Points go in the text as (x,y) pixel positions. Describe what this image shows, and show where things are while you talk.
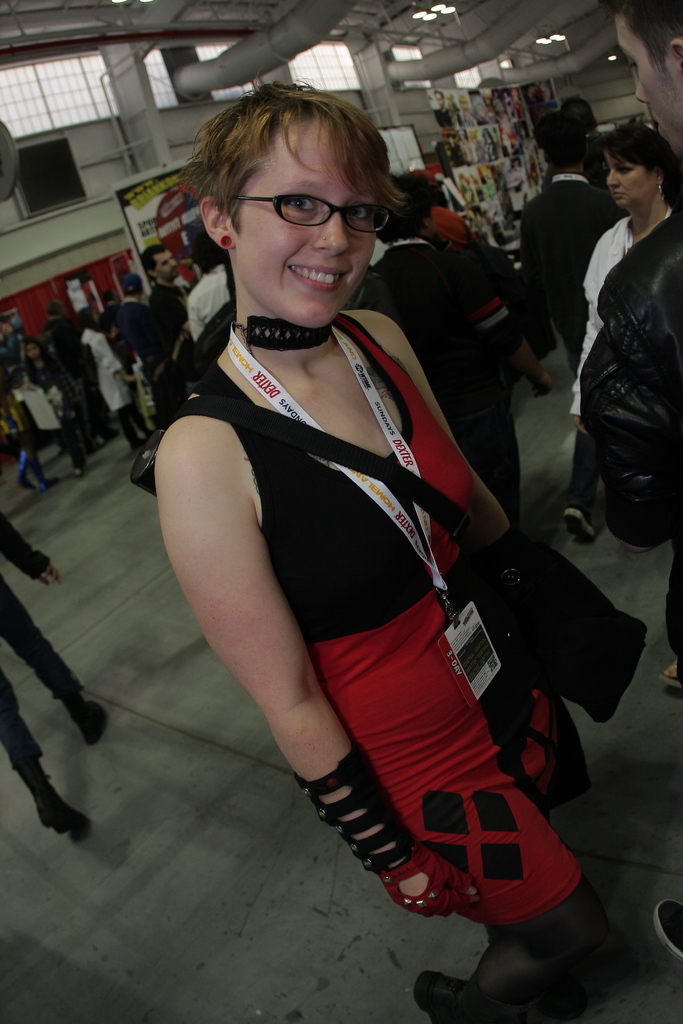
In the foreground of the picture (342,454) there is a woman (396,682) standing. On the right (647,194) there are people (661,293). In the background (194,199) there are people (385,284), posters (496,133), wall (174,160), pipes (267,43), windows (240,92) and lights (557,38). On the left (53,672) there is a person (71,681) walking.
